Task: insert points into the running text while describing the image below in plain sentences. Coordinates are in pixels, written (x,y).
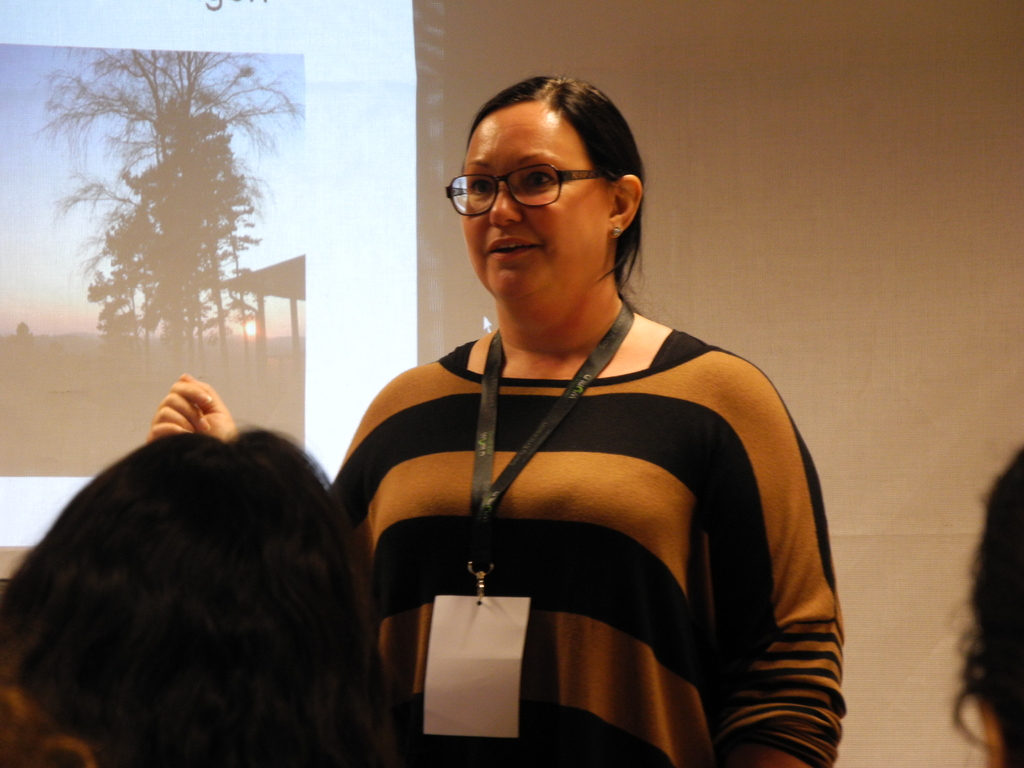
In the middle of the picture (534,446), we see the woman (645,483) is standing. She is wearing the spectacles (459,208) and the ID card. I think she is trying to talk something. At the bottom (194,612), we see the people (1023,624). Behind her, we see a white wall (716,195). On the left side (275,100), we see a projector screen (241,356) which is displaying something. This picture might be clicked in the conference hall (673,301).
